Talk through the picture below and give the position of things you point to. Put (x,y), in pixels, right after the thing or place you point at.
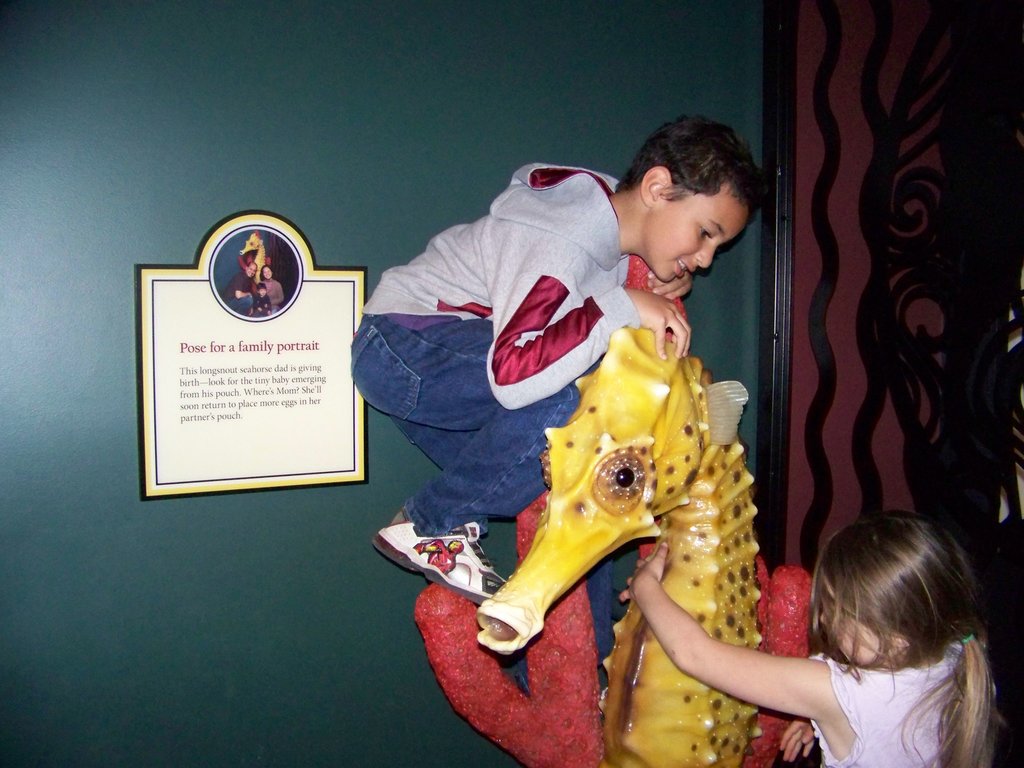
On the left side (297,476), there is a photo frame (285,293) attached to the wall (68,317). Beside this wall (382,418), there is a child (506,262) on The toy (572,545). On the right side (846,537), there is a girl (931,684) holding this toy (672,689). In the background (876,379), there is a brown color surface (837,475).
